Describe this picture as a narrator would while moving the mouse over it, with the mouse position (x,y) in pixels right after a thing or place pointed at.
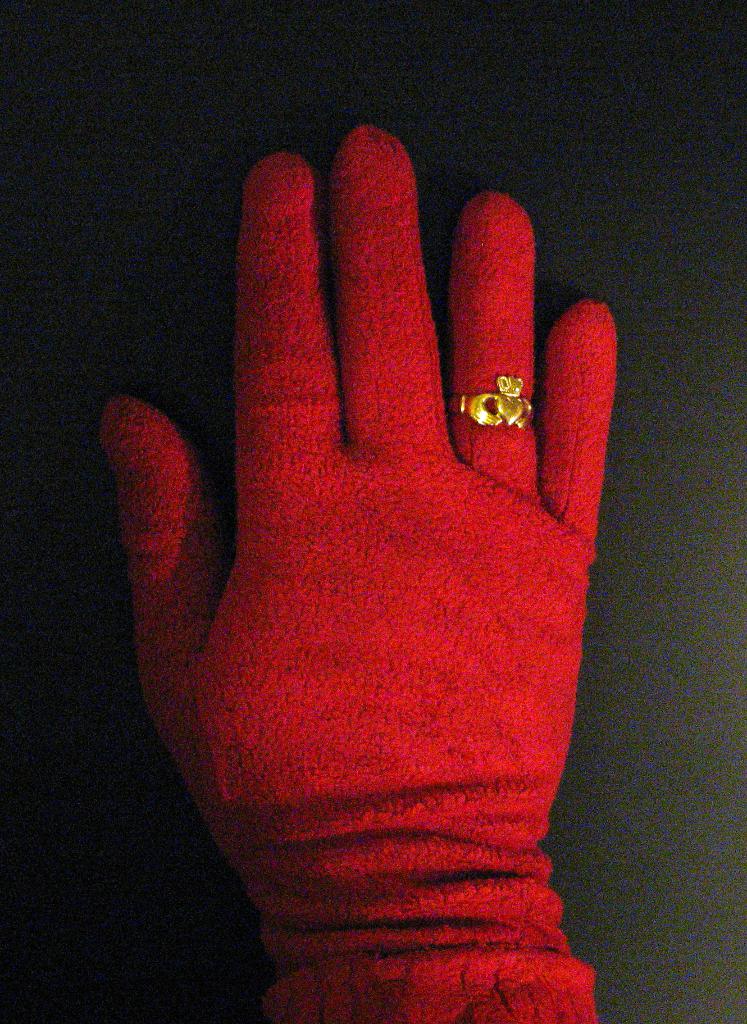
In this picture there is a hand (432,751) of a person (376,605) wearing a red color glove (422,537) which has a golden ring (507,415) to one of her finger (479,433).
